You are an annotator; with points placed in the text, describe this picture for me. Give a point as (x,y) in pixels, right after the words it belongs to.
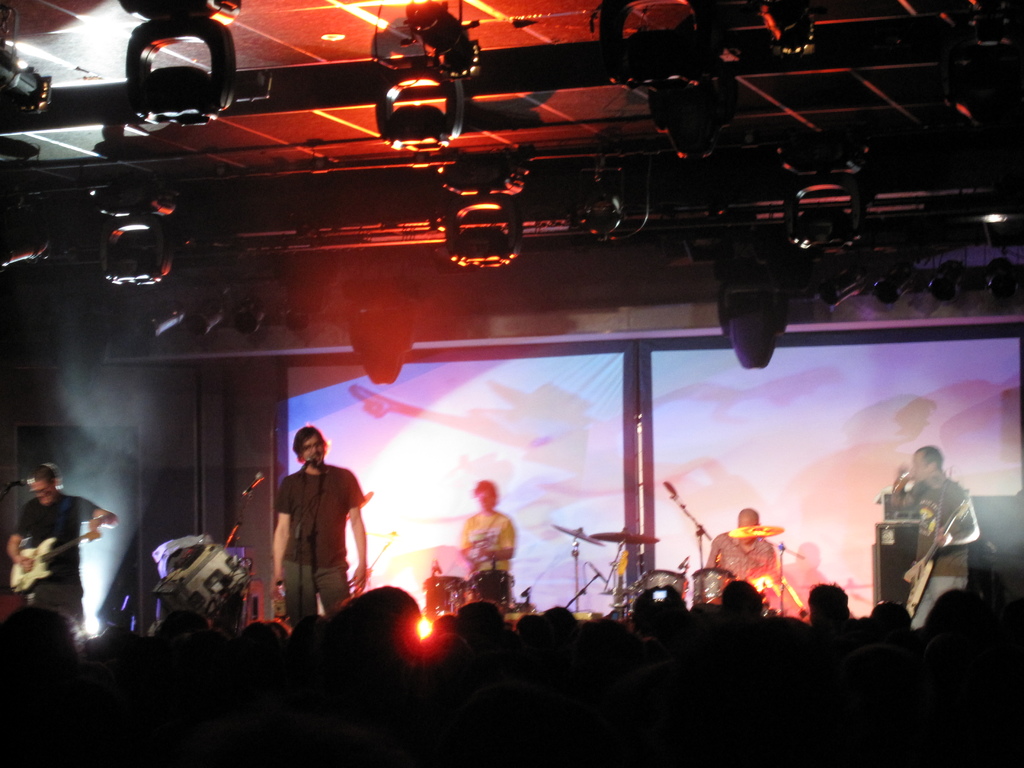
In this image we can see a music band (930,600) is performing on a stage (123,554). They are playing a guitar (56,549), playing a snare drum (653,577) and singing on a microphone (299,471). Here we can see audience (587,749).
